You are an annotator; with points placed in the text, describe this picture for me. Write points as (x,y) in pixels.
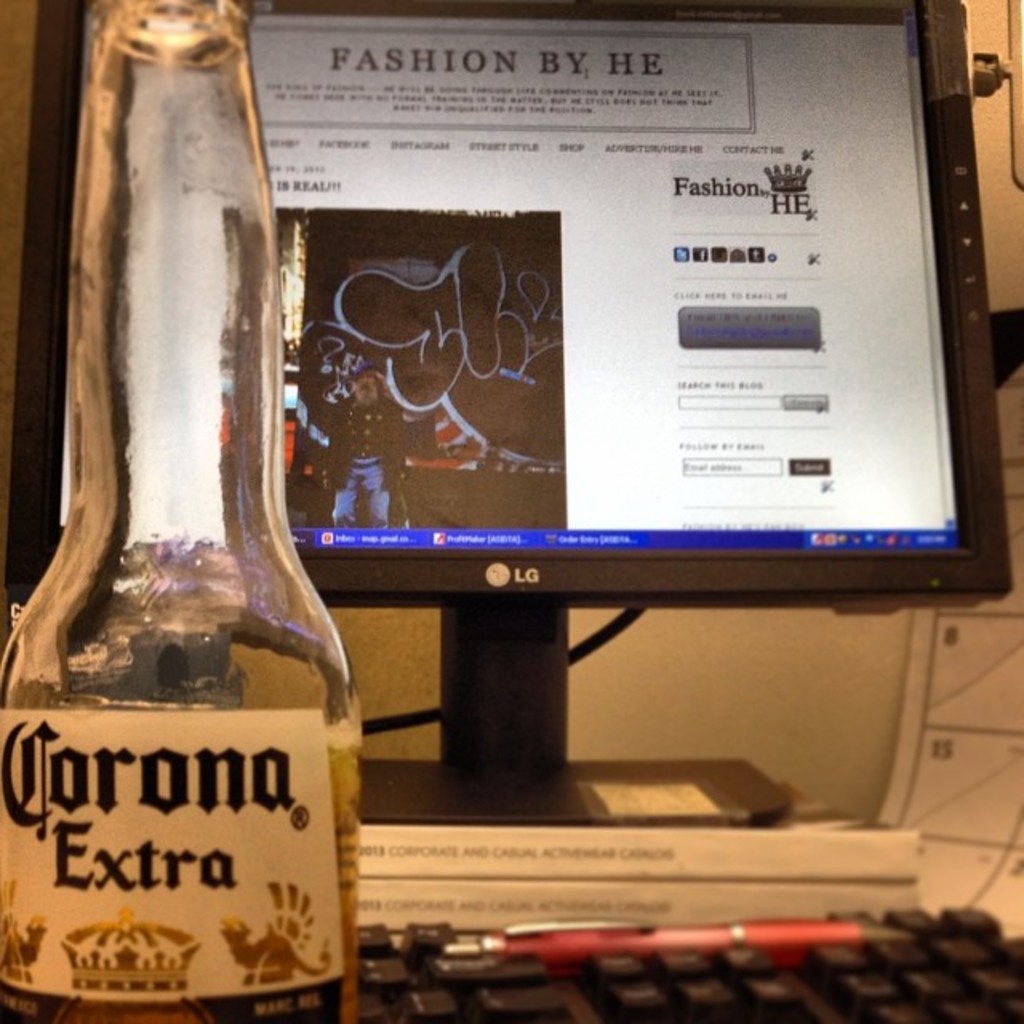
Here we can see that a computer (338,128) on the table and something written on it, and in front (106,642) there is beer bottle (137,479), and at side there is keyboard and pen (682,928) on it, and here is the wall (793,631).
